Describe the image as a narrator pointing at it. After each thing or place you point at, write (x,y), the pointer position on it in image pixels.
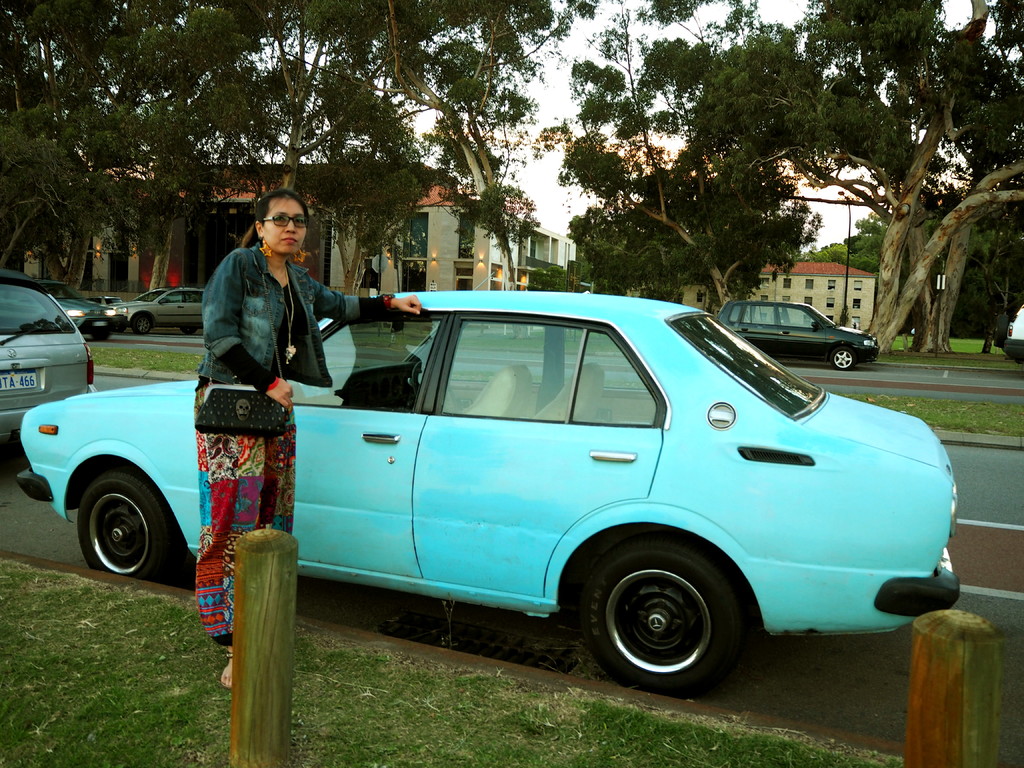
In this picture I can observe blue color car (564,452) parked on the road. There is a woman (234,271) standing beside the car (162,496). She is wearing spectacles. I can observe two wooden poles (276,732) in this picture. In the background (451,172) there are some trees (660,216), buildings (461,238) and a sky (544,155).
